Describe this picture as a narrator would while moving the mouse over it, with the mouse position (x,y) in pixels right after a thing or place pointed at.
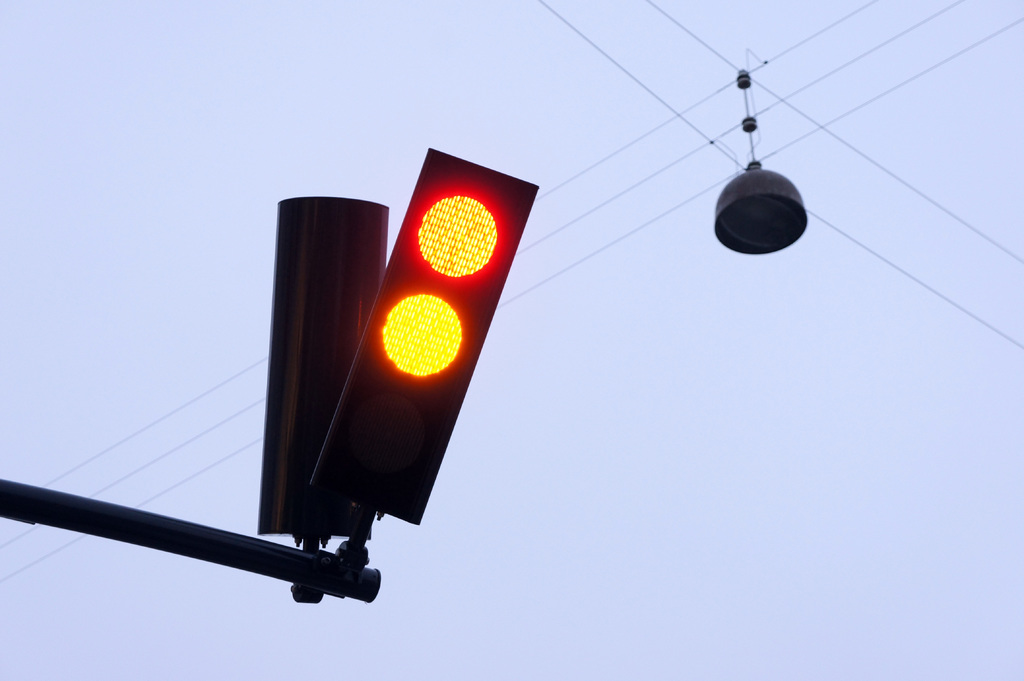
In this image we can see traffic signals (405,302), electric light (777,193), electric cables (140,468) and sky (265,315) in the background (706,328).
